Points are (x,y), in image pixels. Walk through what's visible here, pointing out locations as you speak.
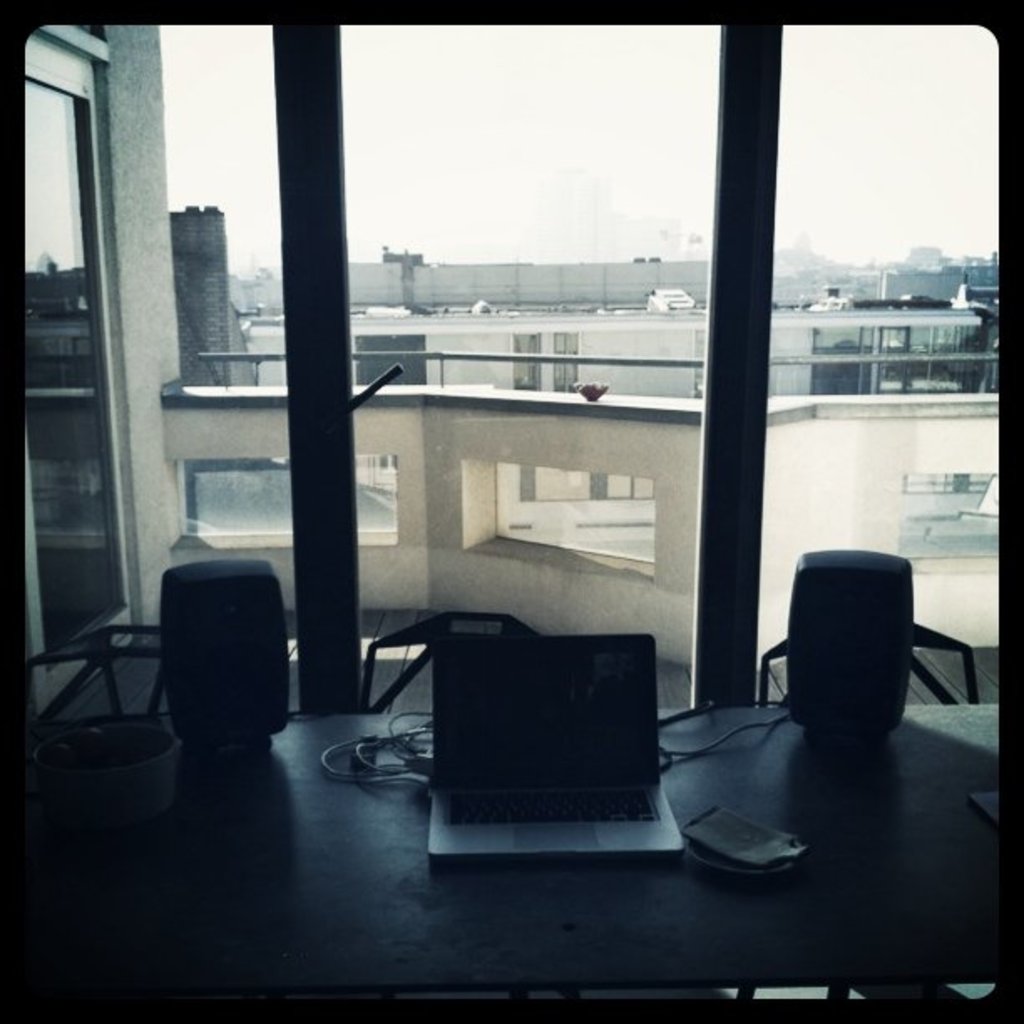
We can see glass window (539,109), table (917,870) and chairs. On the table (362,791) we can see laptop (496,735), cable (422,729) and things (265,677). From this glass window (590,372) we can see buildings (643,378) and sky (520,122).
